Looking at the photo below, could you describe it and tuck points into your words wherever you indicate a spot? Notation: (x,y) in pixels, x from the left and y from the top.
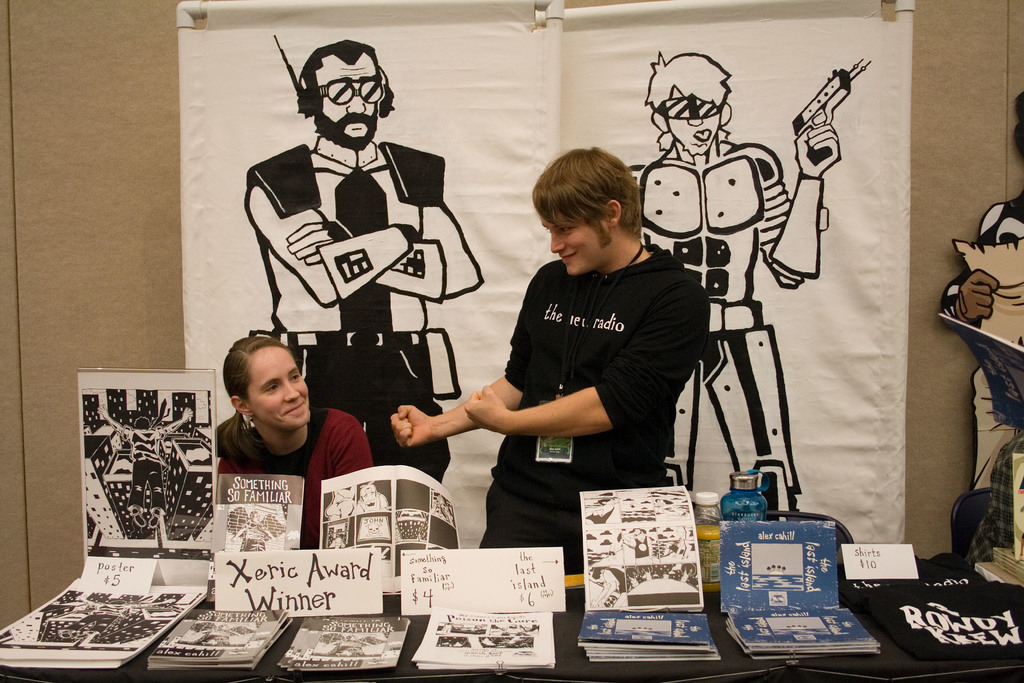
In this image I can see 2 persons (393,426) and I can see smile on their faces (261,409). Here I can see number of papers (123,628), few books (660,614), cloths (873,584), few boards (239,586) and I can see something is written at few places. I can also see few bottles (709,575) and in the background (216,305) I can see few posters (843,179).
